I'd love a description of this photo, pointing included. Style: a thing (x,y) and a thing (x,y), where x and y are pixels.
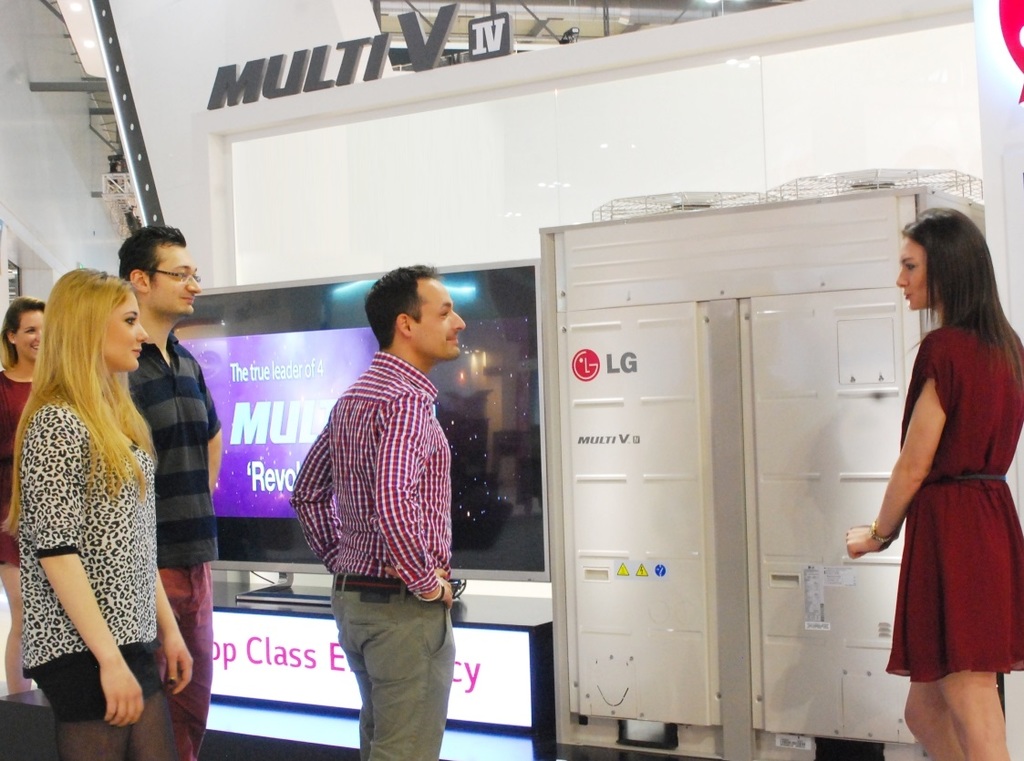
In the picture we can see group of people (51,545) standing and on right side of the picture (947,341) there is a woman (967,471) wearing red color dress (955,378) standing near the object (884,379) and in the background of the picture (317,339) there is Television (504,463) and there is a wall (505,148).
